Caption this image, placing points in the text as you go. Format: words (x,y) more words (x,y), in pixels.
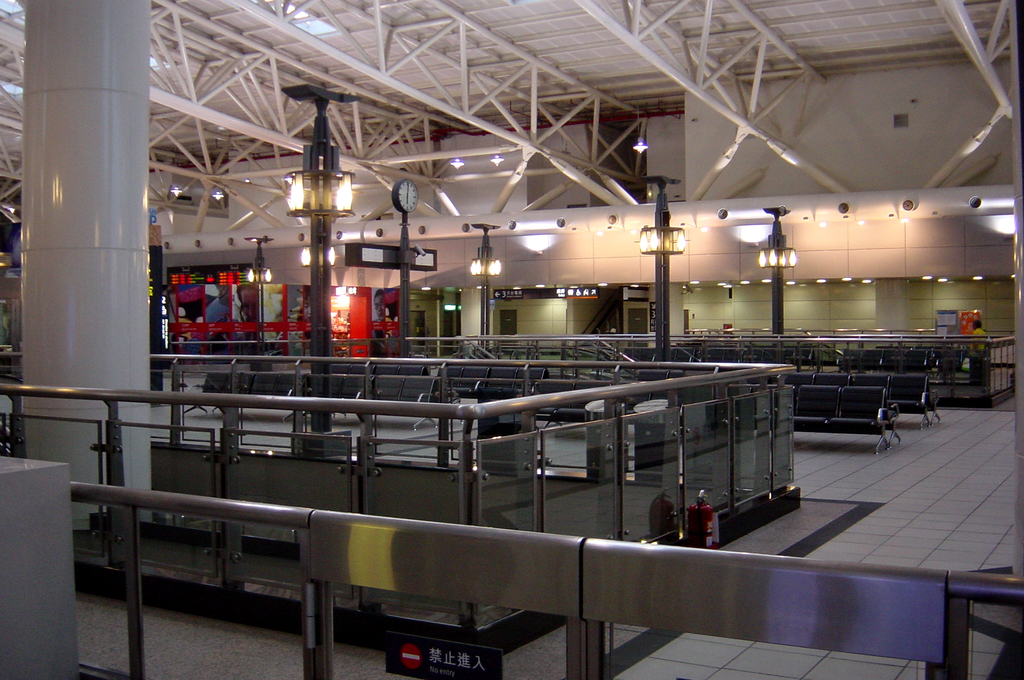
In this image there are light poles (485,259), clock pole (404,234) and lights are present. Image also consists of black chairs (831,396) and also glass fence (730,482). At the top (489,47) there is roof (537,80) for shelter and at the bottom (940,485) there is floor (928,508). White pillar (125,301) is also visible.
